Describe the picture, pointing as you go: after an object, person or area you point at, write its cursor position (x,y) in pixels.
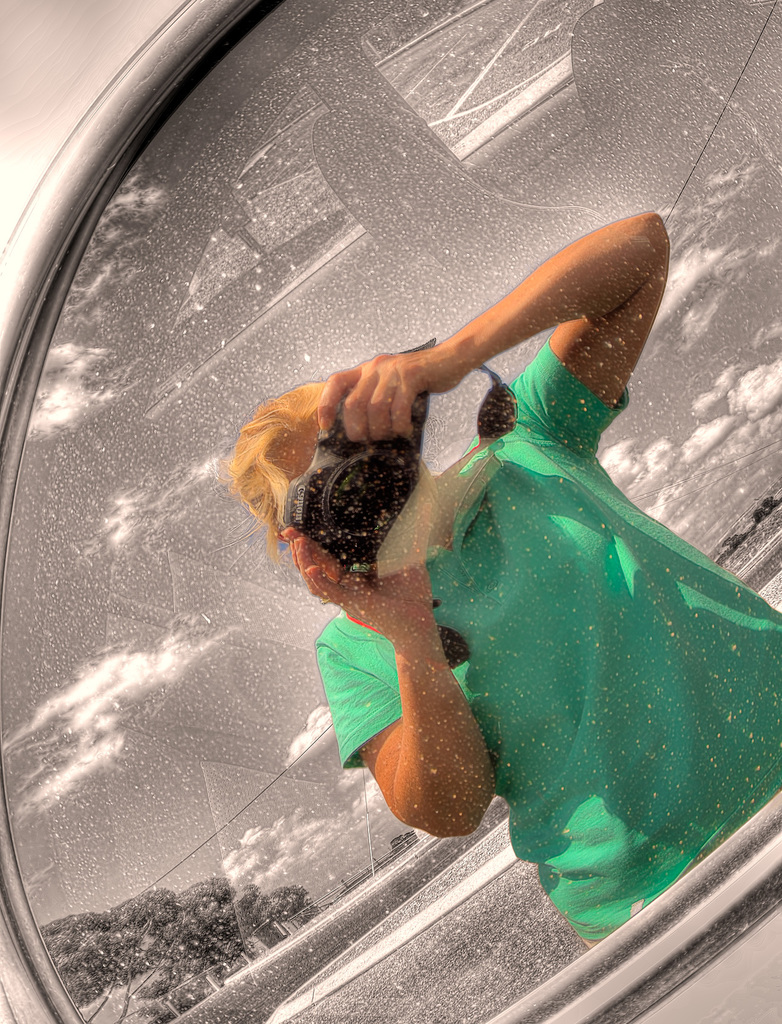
This is an edited image, in this picture we can see glass (638,442). There is a person (331,561) holding a camera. In the background of the image (243,892) we can see trees (280,898) and sky (272,823) with clouds (772,382).
